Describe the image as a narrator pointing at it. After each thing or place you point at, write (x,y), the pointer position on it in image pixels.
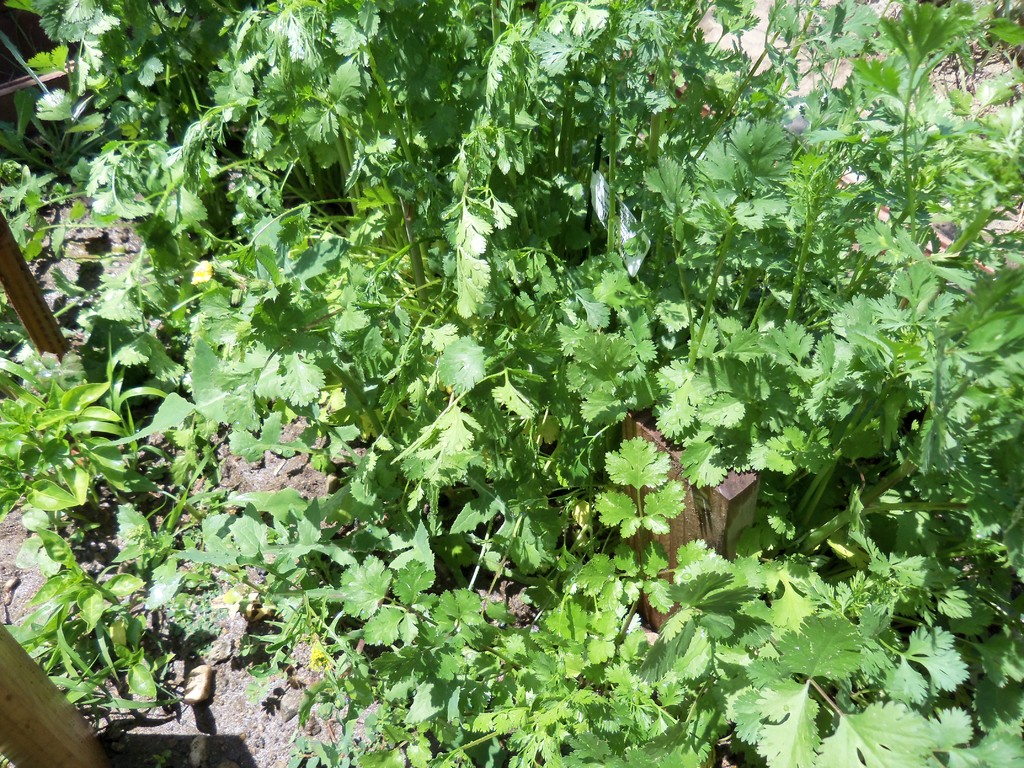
In this image there are plants (373,175) on the ground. There are flowers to the plants (299,621). In the center (648,434) there is a wooden post (693,487). To the left (57,331) there are sticks (59,345) on the ground (57,296).
